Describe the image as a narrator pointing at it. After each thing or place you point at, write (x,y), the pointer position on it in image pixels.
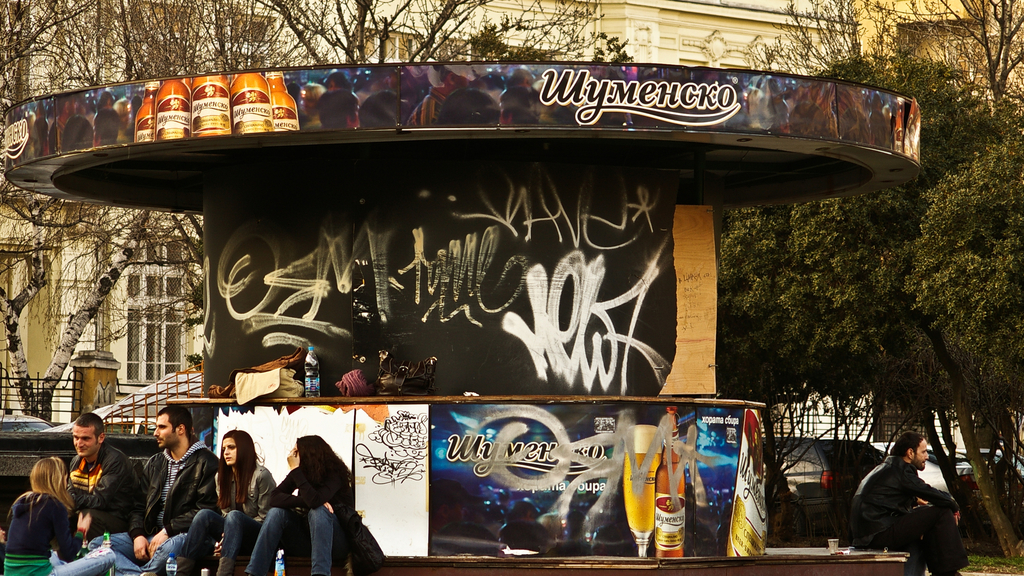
This image consists of group of people (130,571) sitting in front of a counter (538,453) and it has text (564,444) and images (538,437) on it, in the background (127,360) there are buildings (134,326) and trees (961,338).
